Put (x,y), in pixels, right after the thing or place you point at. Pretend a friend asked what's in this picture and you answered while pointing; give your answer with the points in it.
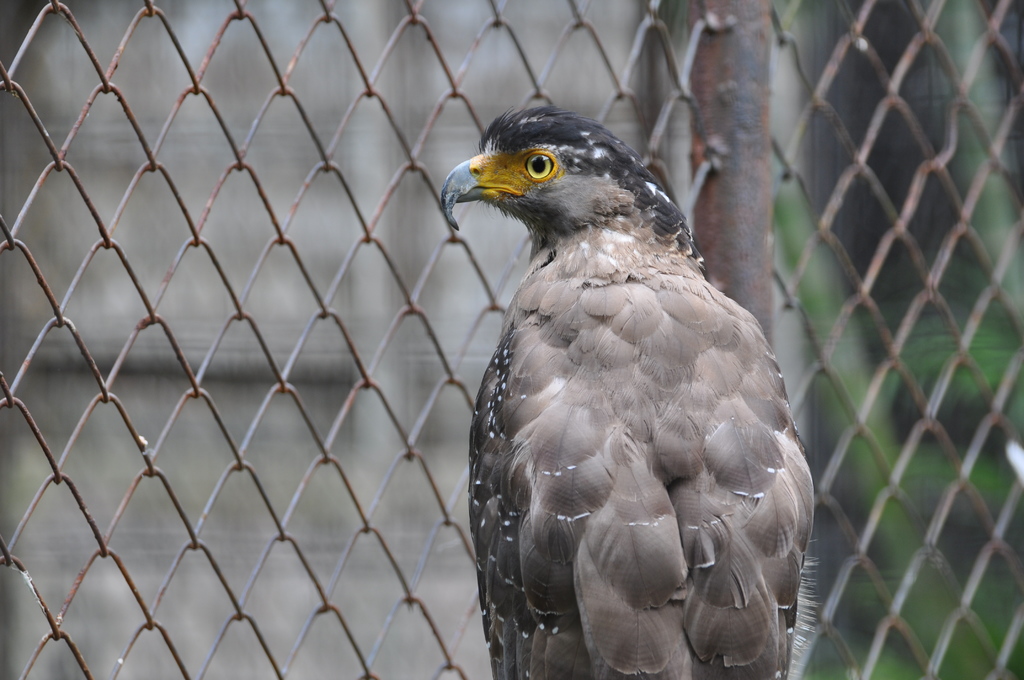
In the image I can see a bird (639,373) which is in front of the fencing (463,299).
